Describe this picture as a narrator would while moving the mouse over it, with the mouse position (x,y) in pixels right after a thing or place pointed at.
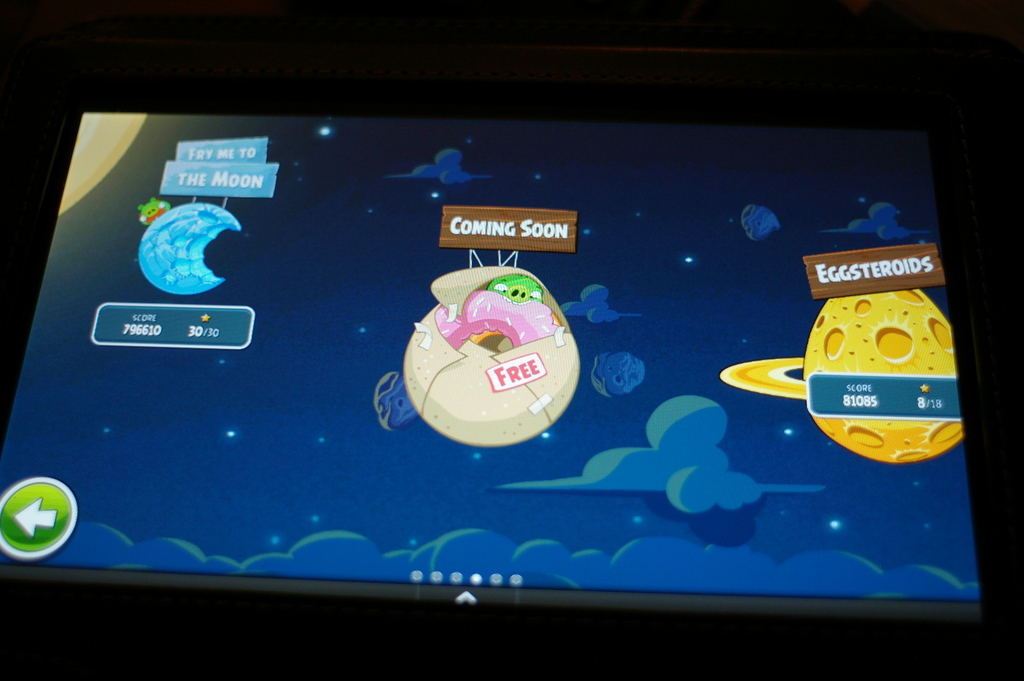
In this picture we can observe a screen (658,553). In the screen (248,282) we can see some cartoon images (550,352) which were in yellow, cream and blue in color. In the background (472,519) there is a space (319,417).
